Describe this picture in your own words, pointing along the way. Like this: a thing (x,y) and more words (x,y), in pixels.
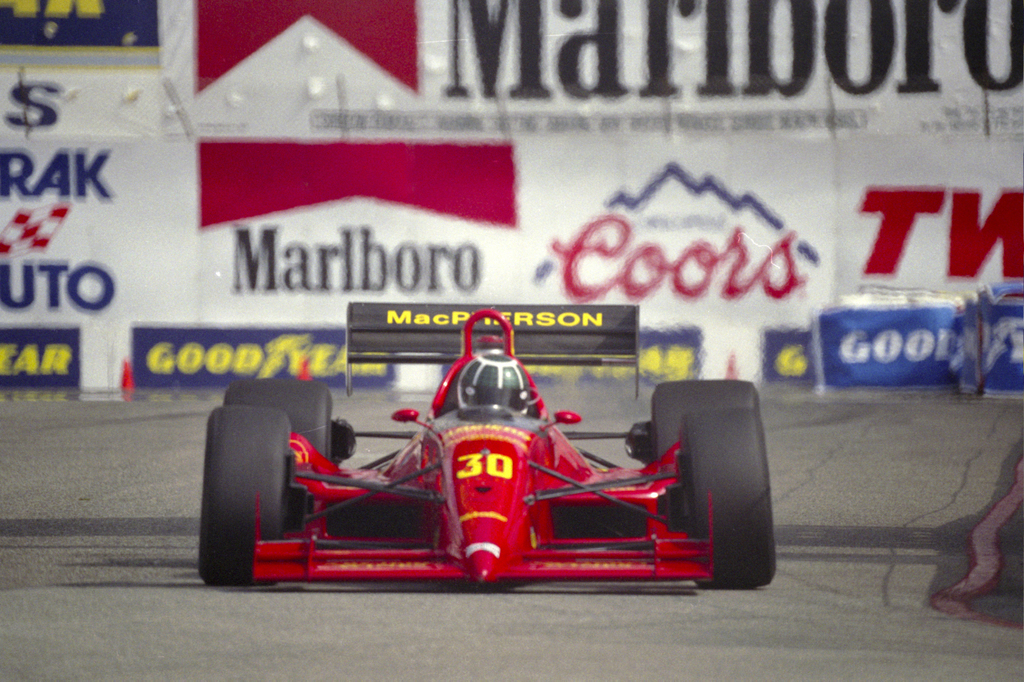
In the picture there is a racing car (496,489) kept on the road (203,415) and behind the car (614,500) there are a lot of names (656,70) of the sponsors and the car (396,521) is in red color.
